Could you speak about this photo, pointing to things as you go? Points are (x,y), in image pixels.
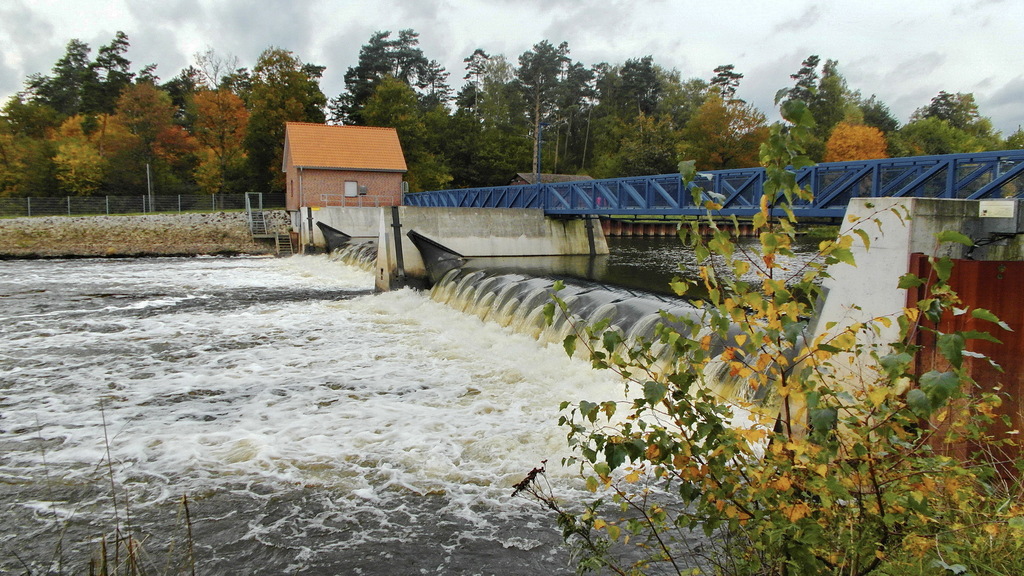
In this image there is water (173,456) on the left corner (165,442). There are trees (805,441), there is water (717,327) and it looks like a bridge (818,192) and there is an object (1005,334), there are trees (922,389) on the right corner (884,260). It looks like a house (334,134), there is a metal fence (375,196), there are trees (86,174) in the background (520,138). And there is sky (610,60) at the top (336,101).
